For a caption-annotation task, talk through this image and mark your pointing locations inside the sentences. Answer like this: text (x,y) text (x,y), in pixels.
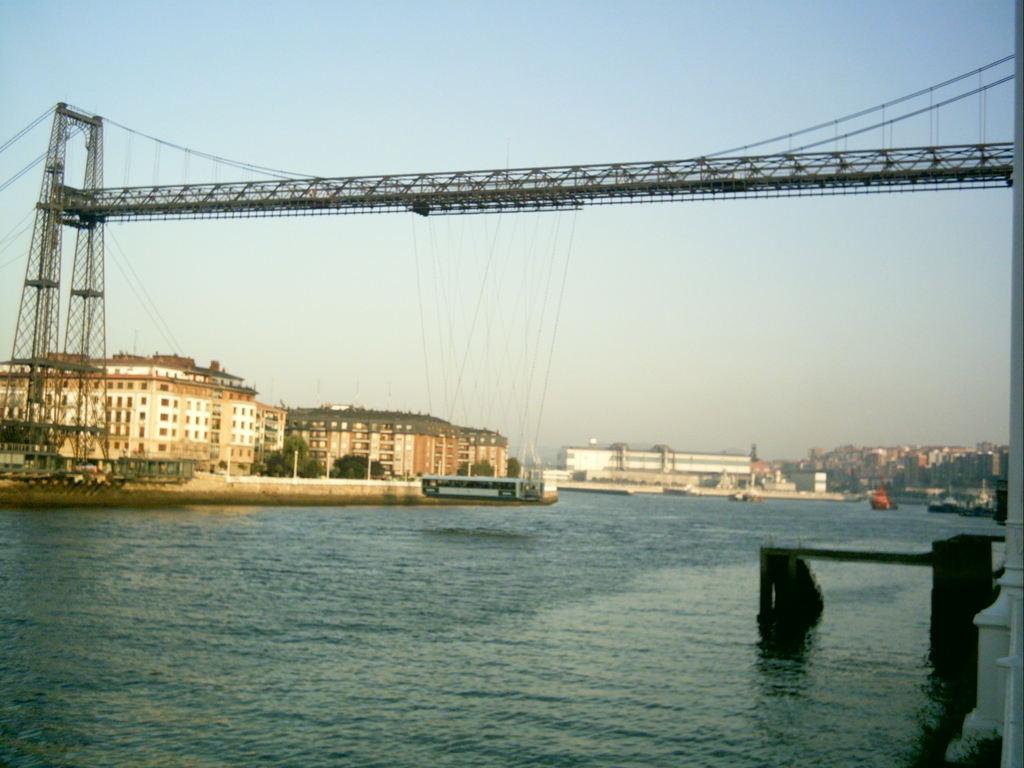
In this image, we can see some water (694,595) and objects (786,583) floating on it. We can also see the bridge (140,216). There are a few houses (506,441), trees (321,470), poles (1023,173). We can also see the sky (584,426).
